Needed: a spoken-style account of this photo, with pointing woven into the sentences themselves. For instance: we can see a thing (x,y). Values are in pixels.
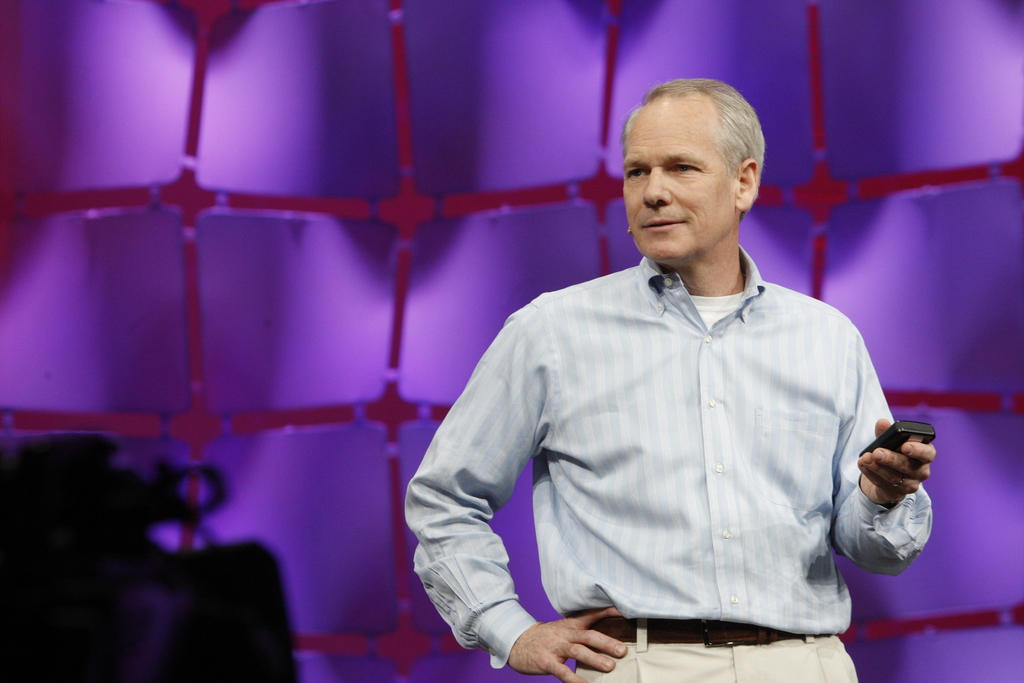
In this image we can see a person (800,453) holding a device (885,442) in his hand (899,473) and wearing a microphone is standing. On the left side of the image (76,583) we can see a camera (67,582). In the background (250,100), we can see a wall (359,152).
